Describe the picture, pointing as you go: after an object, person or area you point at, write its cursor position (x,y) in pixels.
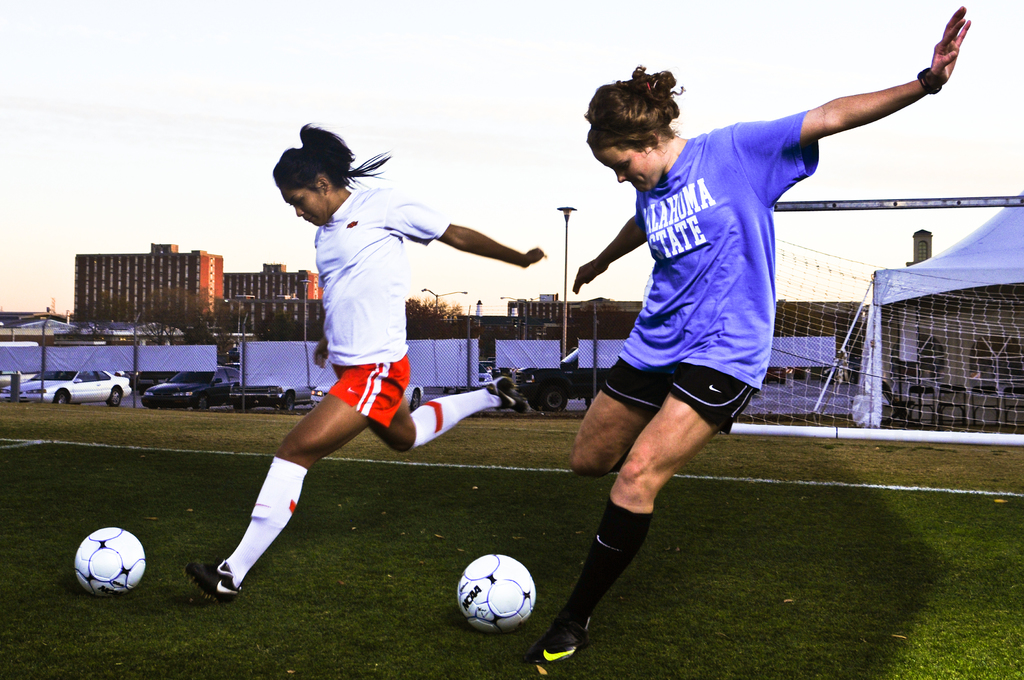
In the picture we can see a two women (402,202) trying to kick a ball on the playground (837,457) at once and two women (389,198) are wearing a violet and white T-shirts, socks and shoes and in the background (113,218), we can see some poles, wall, buildings (500,336), street lights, trees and sky (231,188) with clouds (514,198).
